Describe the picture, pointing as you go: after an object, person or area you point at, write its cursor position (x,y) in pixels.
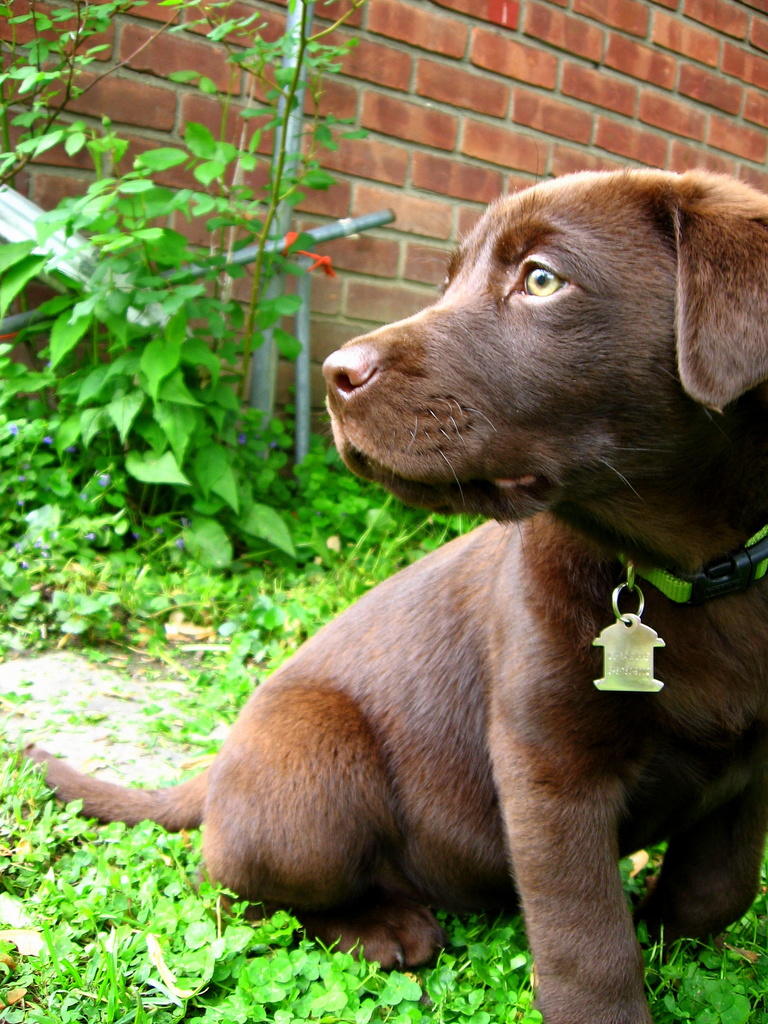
In this picture we can see a dog (328,938) sitting on the ground (92,907) and in the background (3,523) we can see trees (214,406), wall (374,153).
